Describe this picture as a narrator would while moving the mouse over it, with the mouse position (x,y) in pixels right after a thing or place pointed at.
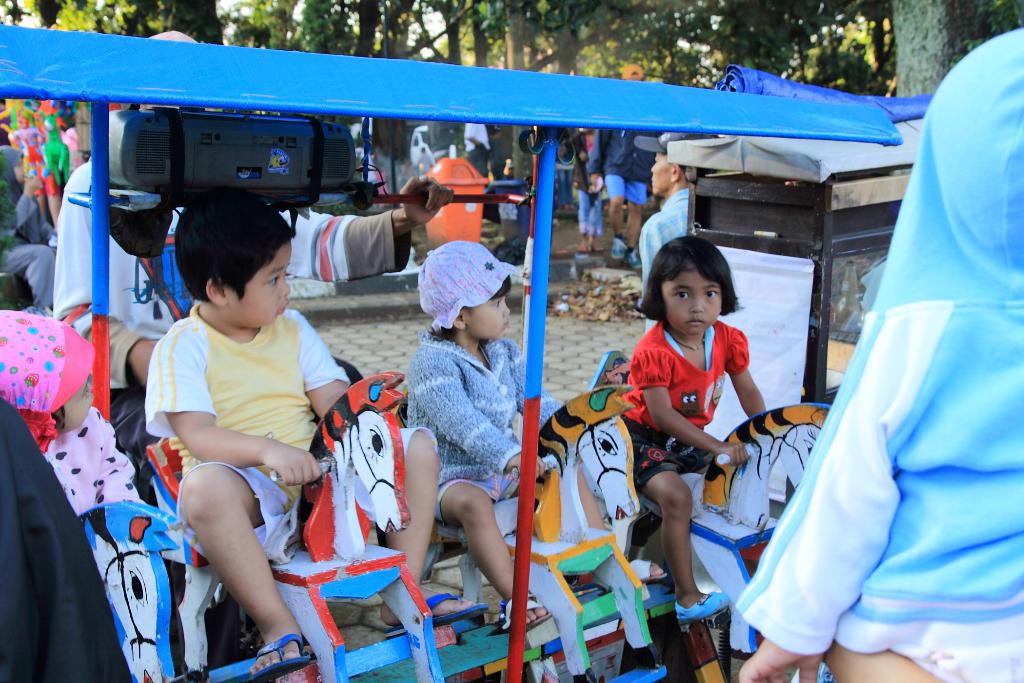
In this image, there are a few people (873,402). Among them, some people (485,463) are sitting on horse cradles (705,522). We can see the shed (98,134) and a device (212,166). We can see the ground (520,318) with some objects (578,285). There are a few trees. We can see an object (831,178) with a glass (847,287) and a poster (772,285) attached to it.
